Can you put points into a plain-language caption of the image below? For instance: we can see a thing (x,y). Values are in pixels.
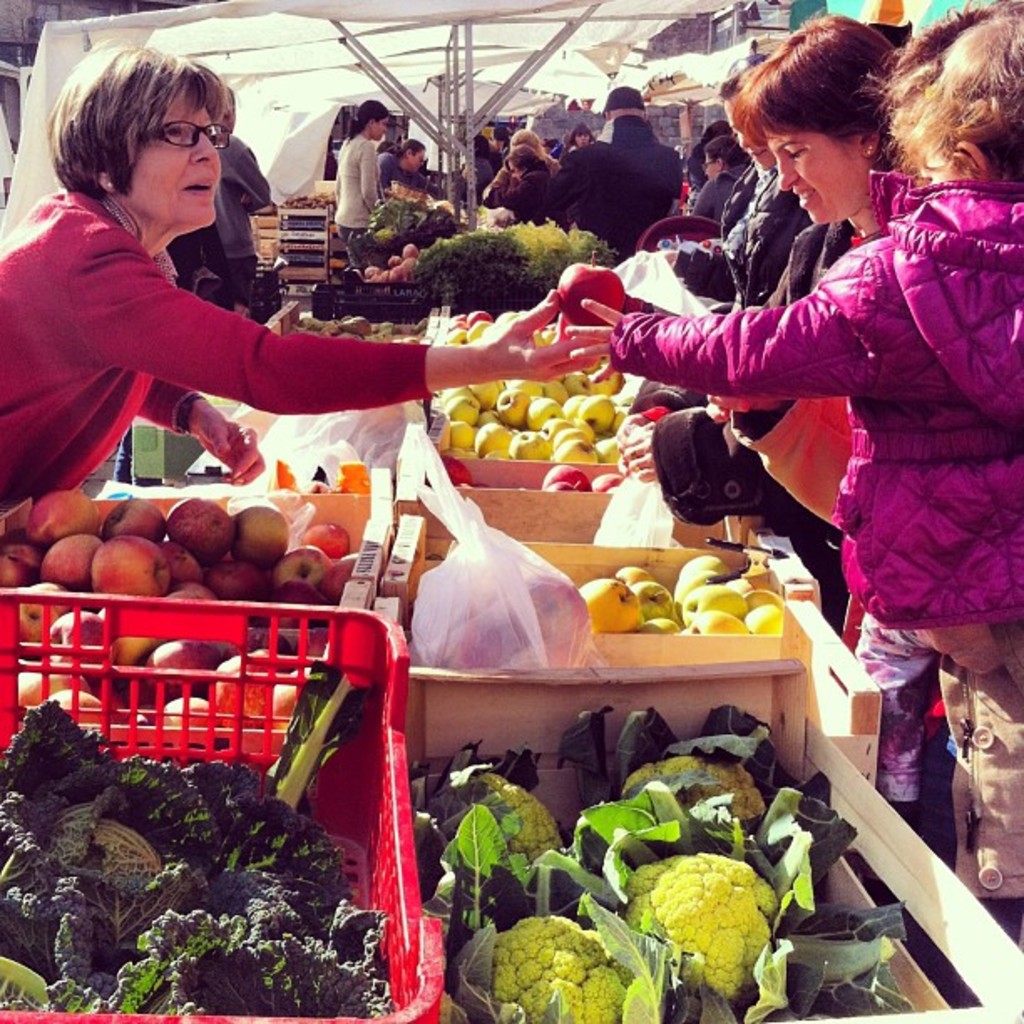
In the image there is a market (349,795) and on the right side (700,333) there are few people (712,208) buying fruits (709,603) and vegetables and on the left side (170,324) there are some other people (249,187).
